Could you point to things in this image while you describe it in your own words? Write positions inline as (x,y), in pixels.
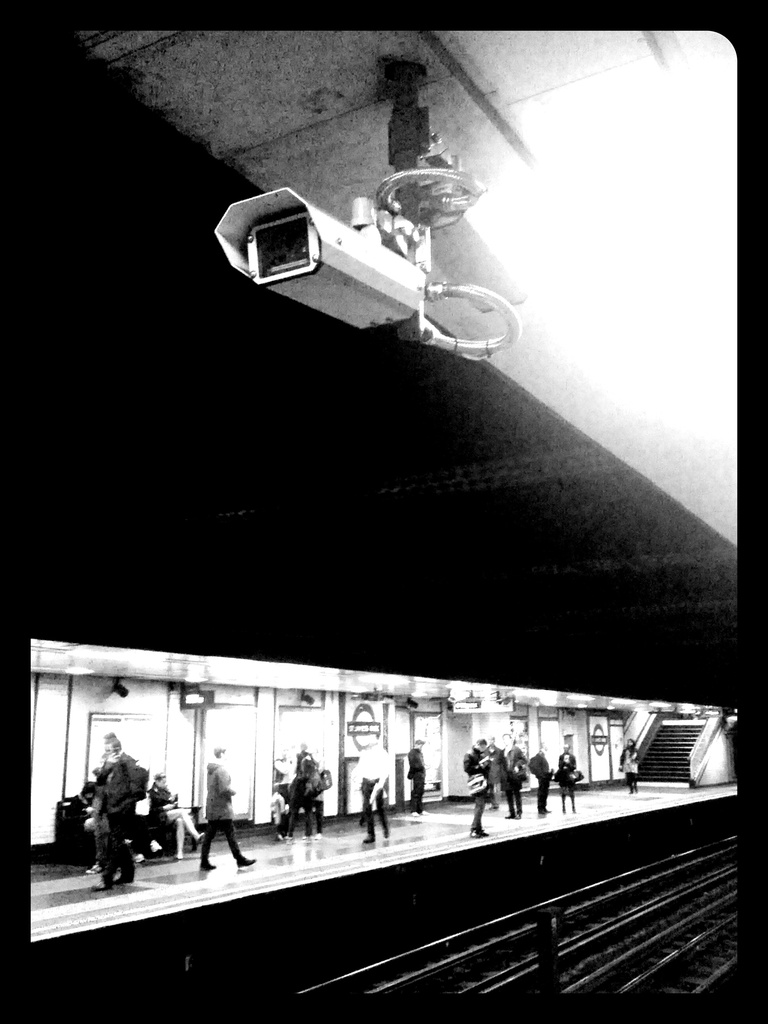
In this image we can see few persons (85,815) on a platform (311,840). Behind the persons (490,768) we can see the wall (269,749) and the stairs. Beside the platform (332,838) we can see the railway tracks (713,938). At the top (337,293) there is a camera (313,286) attached to the roof (332,374).
